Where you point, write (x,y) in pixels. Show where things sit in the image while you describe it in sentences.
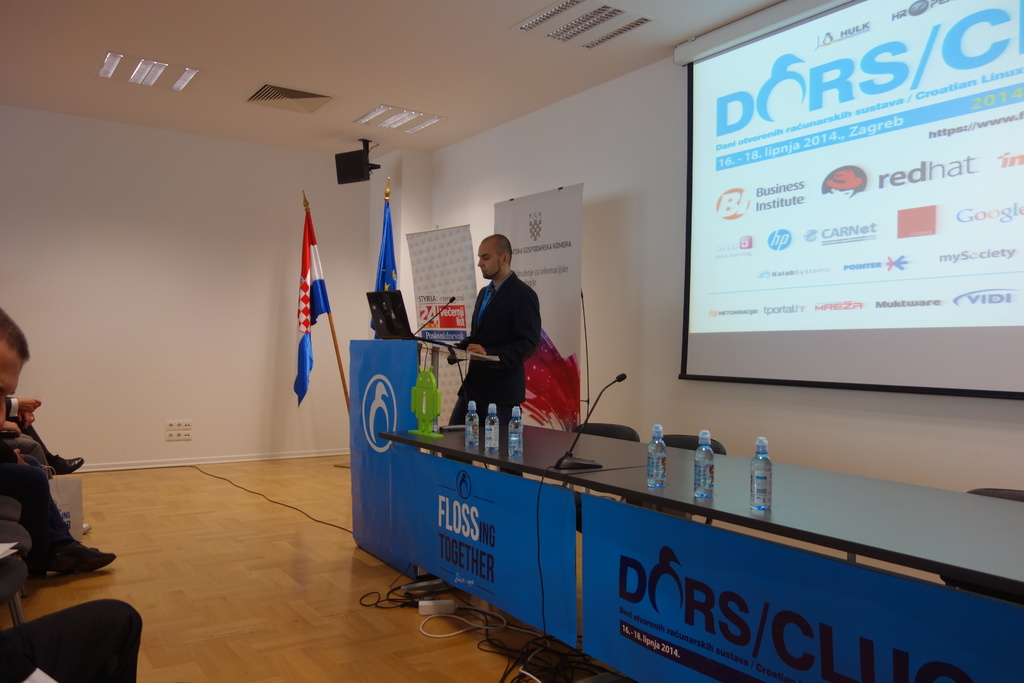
In this image I can see a person (496,332) standing wearing black color blazer (511,330), blue color shirt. In front I can see a laptop (391,330) and a microphone (433,317) on the podium (382,362), right I can see a projector (732,212), I can also see two flags (385,261) in blue, red and white color, banner (465,252) in white color and the wall (215,261) is also in white color.
